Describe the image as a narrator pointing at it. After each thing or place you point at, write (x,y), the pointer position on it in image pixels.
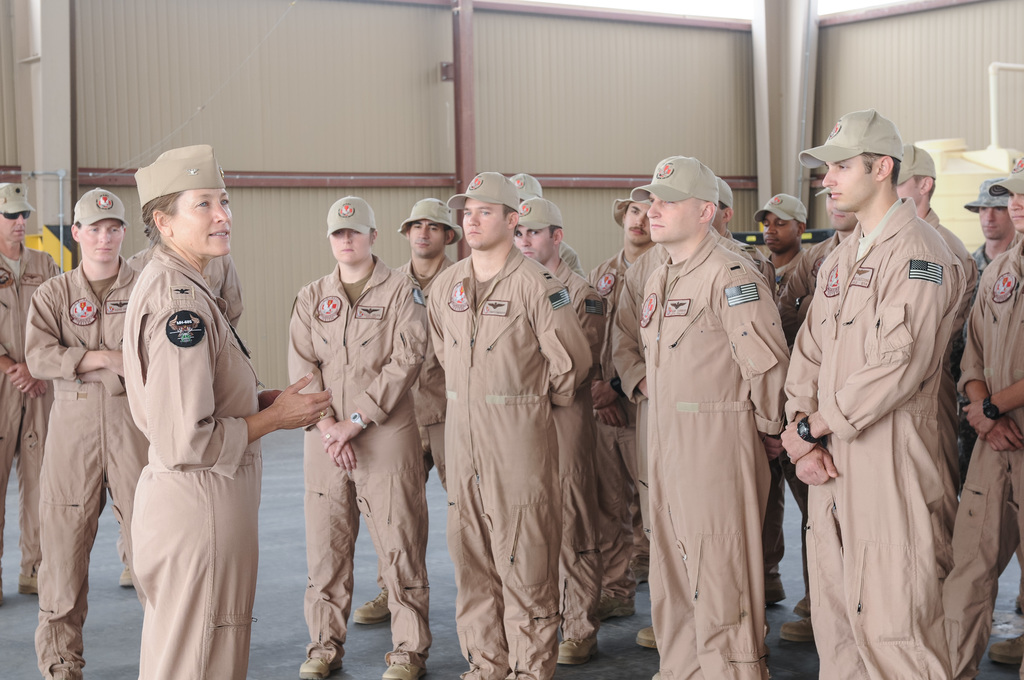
In this image we can see many people (515,356) standing near the wall (984,119) and one water tank (984,176) is there.
